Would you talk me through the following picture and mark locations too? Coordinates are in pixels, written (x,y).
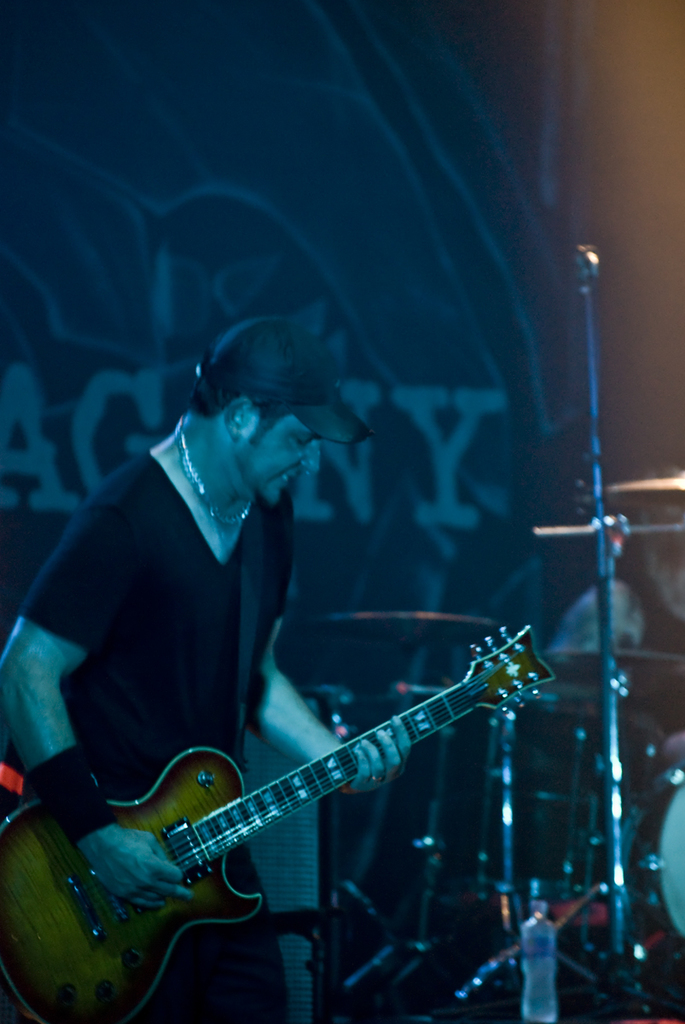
Man (223,702) playing guitar (202,846) wearing cap (286,395), here there are musical instruments (208,869).
